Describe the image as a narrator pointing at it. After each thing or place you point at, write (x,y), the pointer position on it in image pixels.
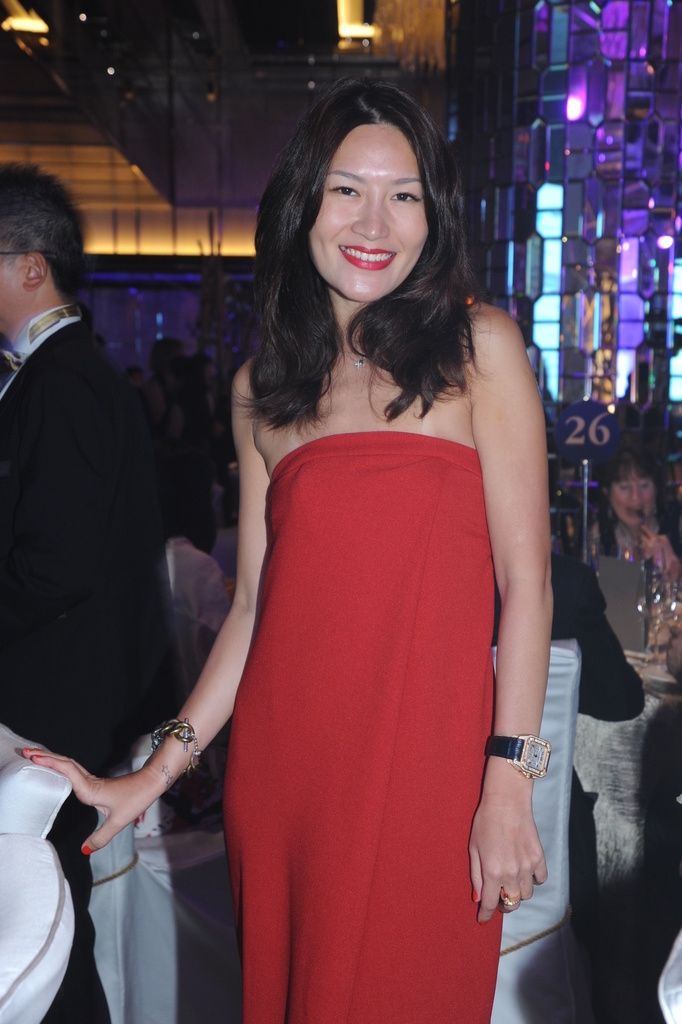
In this image I can see the group of people (362,511) with different color dresses (49,486). I can see few people (608,676) are sitting in-front of the table (638,666). On the table (645,767) I can see the glasses (654,560) and some objects (629,603). In the background (191,243) there are boards (612,421) and the wall (252,181).
